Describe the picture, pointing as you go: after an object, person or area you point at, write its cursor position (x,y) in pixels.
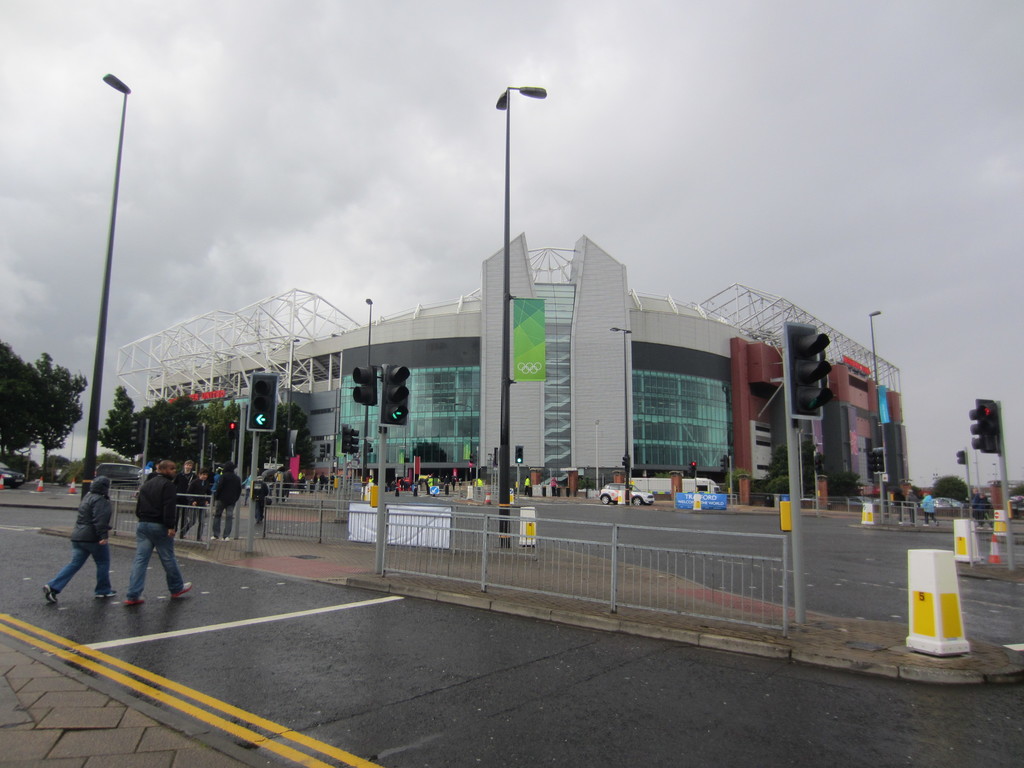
In this picture i can see buildings (605,400), street lights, traffic lights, barricades (533,566) and some other objects (950,598). Here I can see trees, people (176,512) are standing on the road (250,613). In the background (659,240) I can see the sky (511,218).
